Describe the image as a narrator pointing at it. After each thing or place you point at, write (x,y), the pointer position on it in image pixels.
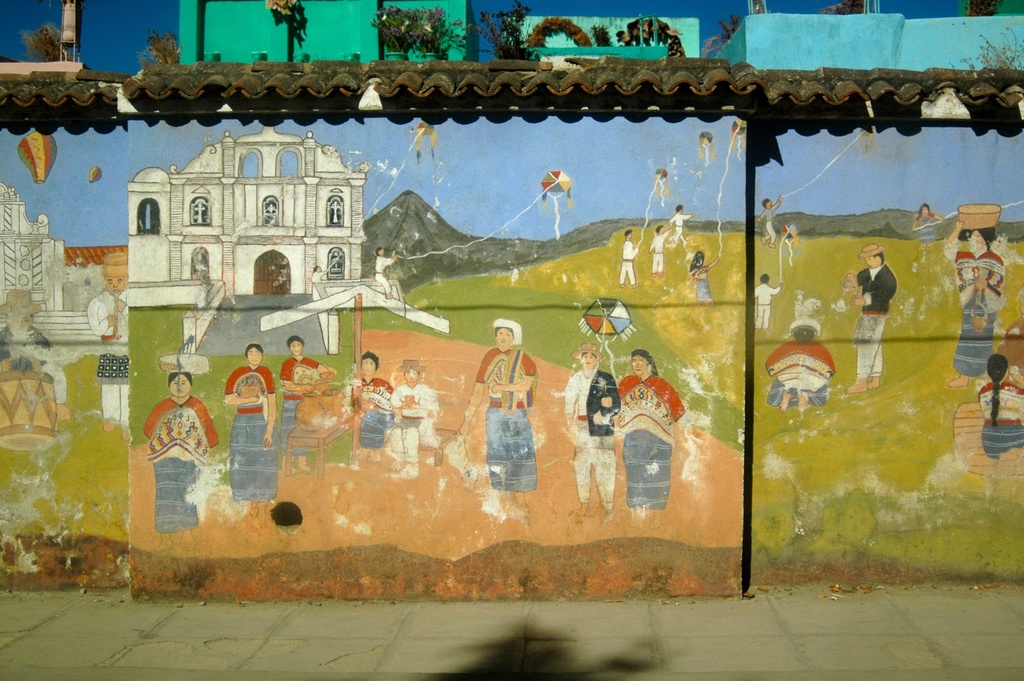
In this image there is art (329,361) of some persons (300,350), building (331,240), mountains (464,263) and kites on the wall (624,318), there are flower pots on the roof (65,93) and the sky (486,44).
